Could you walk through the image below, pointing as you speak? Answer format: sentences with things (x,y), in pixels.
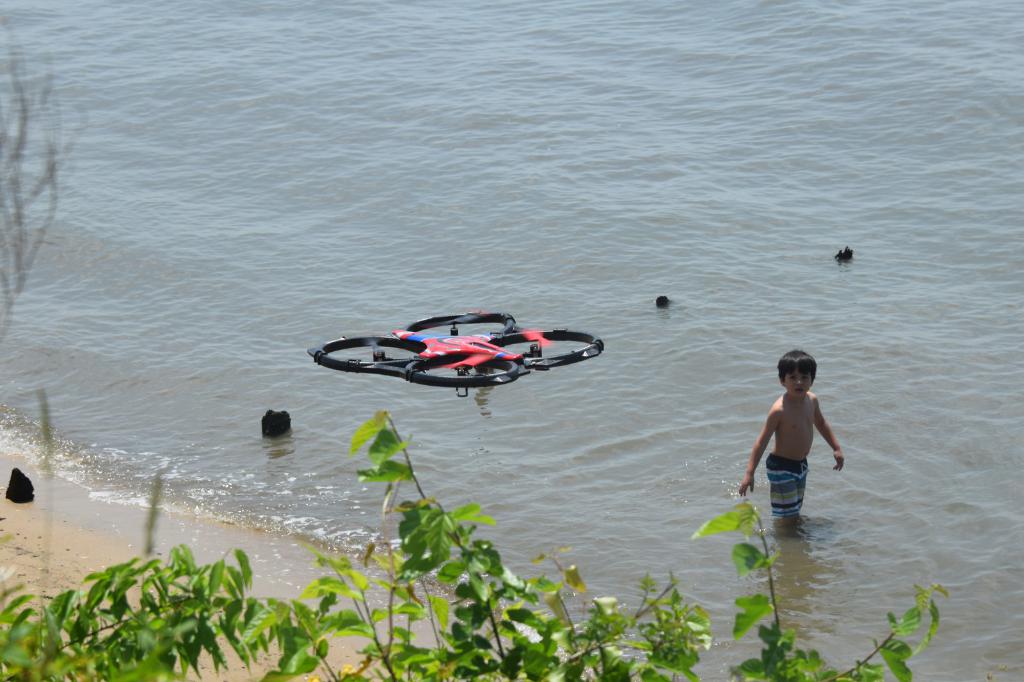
Here we can see few objects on the water (589,431) and there is a drone (384,368) here in the air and at the bottom (318,613) we can see a tree (350,578) and there is a boy (793,444) in the water (358,408) on the right side (784,472) and there is an object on the sand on the left side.
